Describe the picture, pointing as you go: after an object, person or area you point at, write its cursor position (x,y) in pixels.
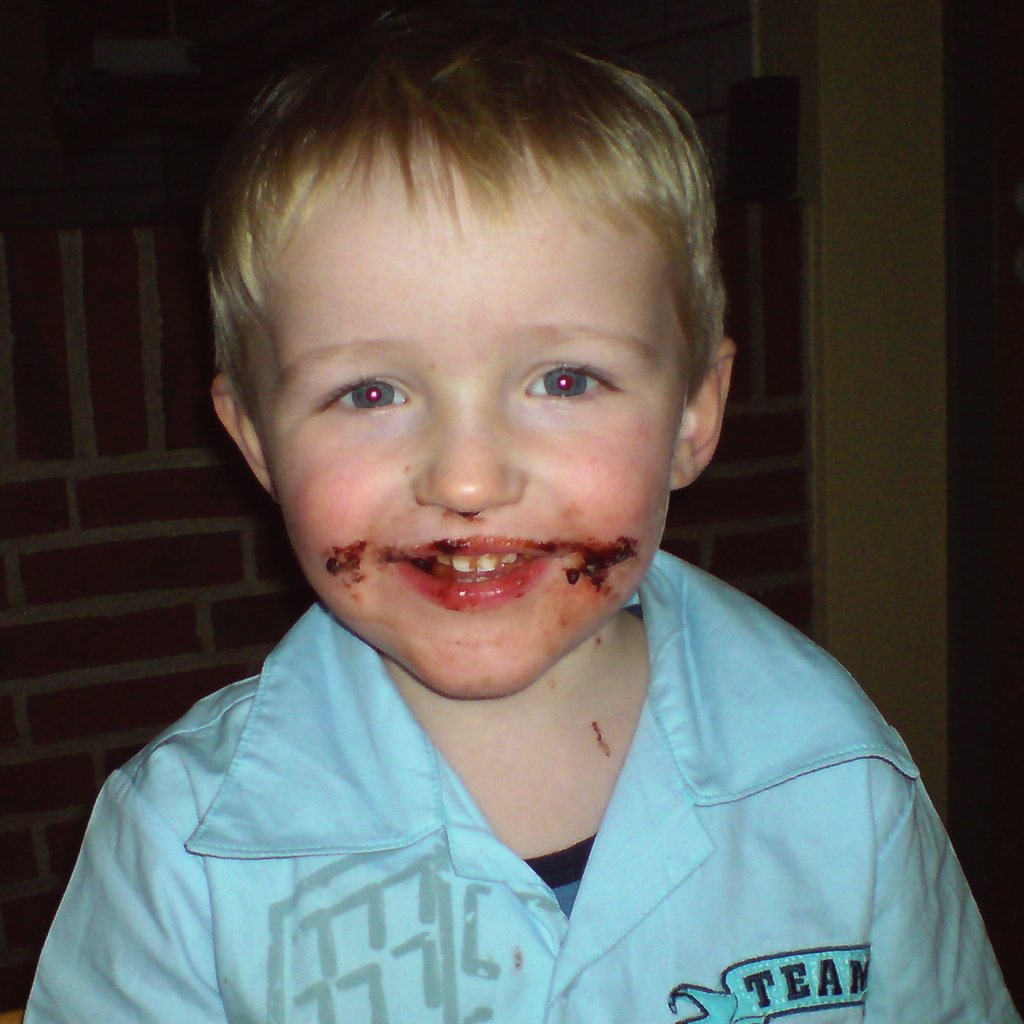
In this image, in the middle (570,461), we can see a boy (845,690) wearing a blue color shirt (848,926). In the background (81,461), we can see a wall (91,610).
